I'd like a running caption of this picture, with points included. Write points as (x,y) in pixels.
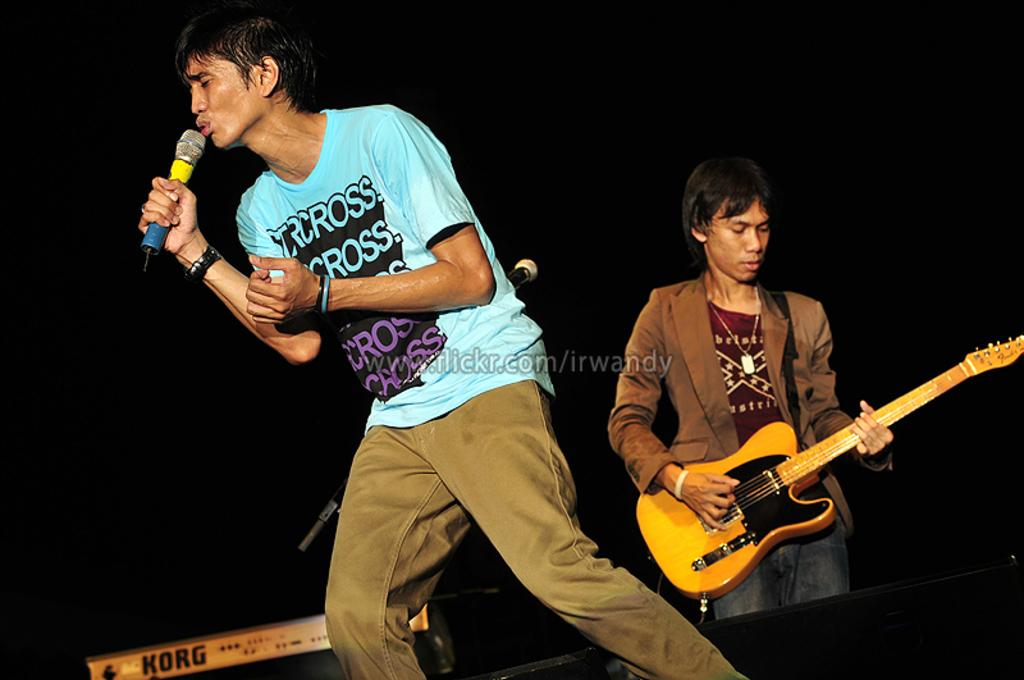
In this picture we can see two persons (472,283), a man (307,268) singing with the help of microphone (190,171) and another one is playing guitar (653,548), in the background (148,670) we can see couple of musical instruments (311,618).
